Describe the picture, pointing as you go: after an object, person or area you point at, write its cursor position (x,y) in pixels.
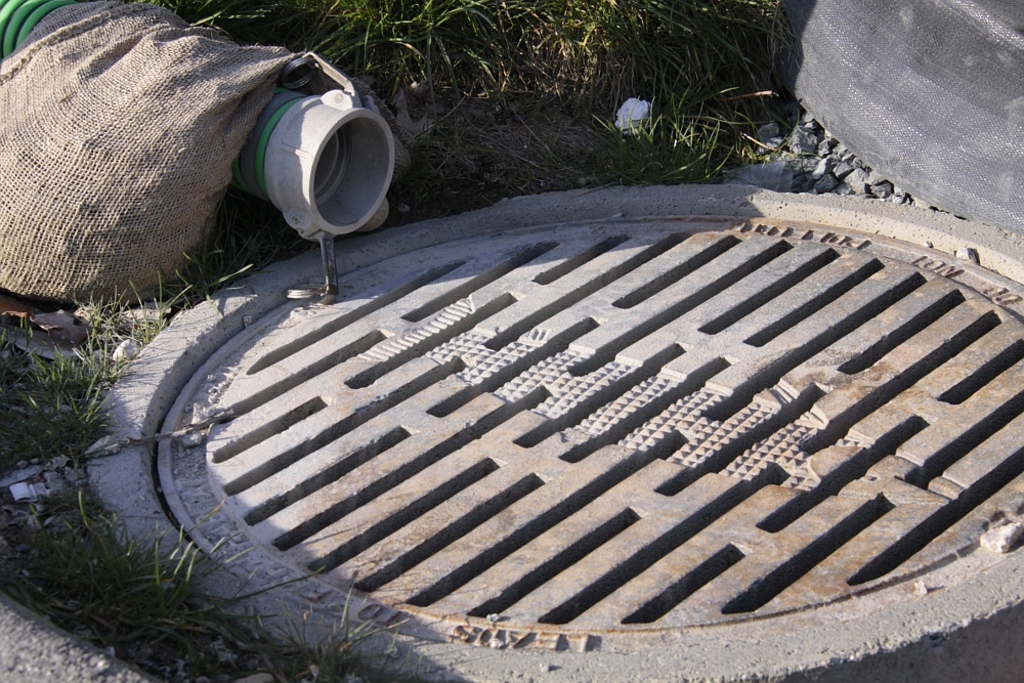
The picture consists of a drain grate (627,567). On the left (67,387) there are grass (92,383), stones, bag (161,153) and pipe (265,123). At the top (641,20) there are grass (682,55), stones (832,143) and an object (836,115).
